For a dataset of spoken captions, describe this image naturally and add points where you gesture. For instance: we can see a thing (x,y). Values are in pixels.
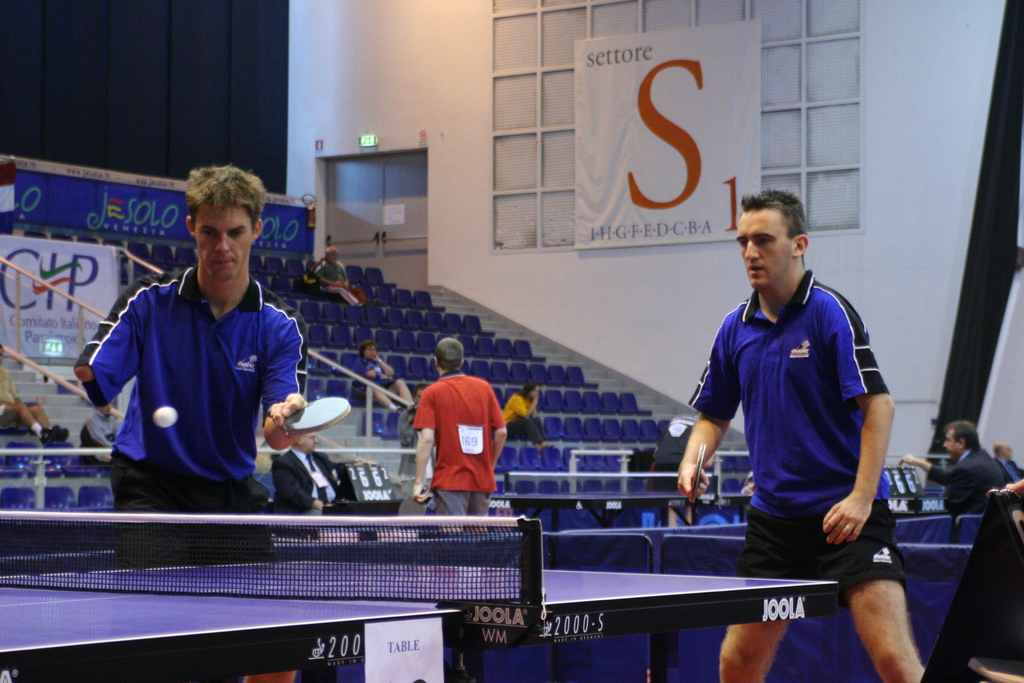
In this image we can see these two persons (142,322) wearing blue T-shirts (166,321) are holding rackets (329,401) in their hands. Here we can see a ball (164,412) in the air and table tennis table (470,585). In the background (487,427), we can see these people (502,436) are in the court (634,506) and these people (299,482) are sitting in the stadium (433,313). Here we can see the banners (707,128), gate (419,209) and the wall (327,96).
